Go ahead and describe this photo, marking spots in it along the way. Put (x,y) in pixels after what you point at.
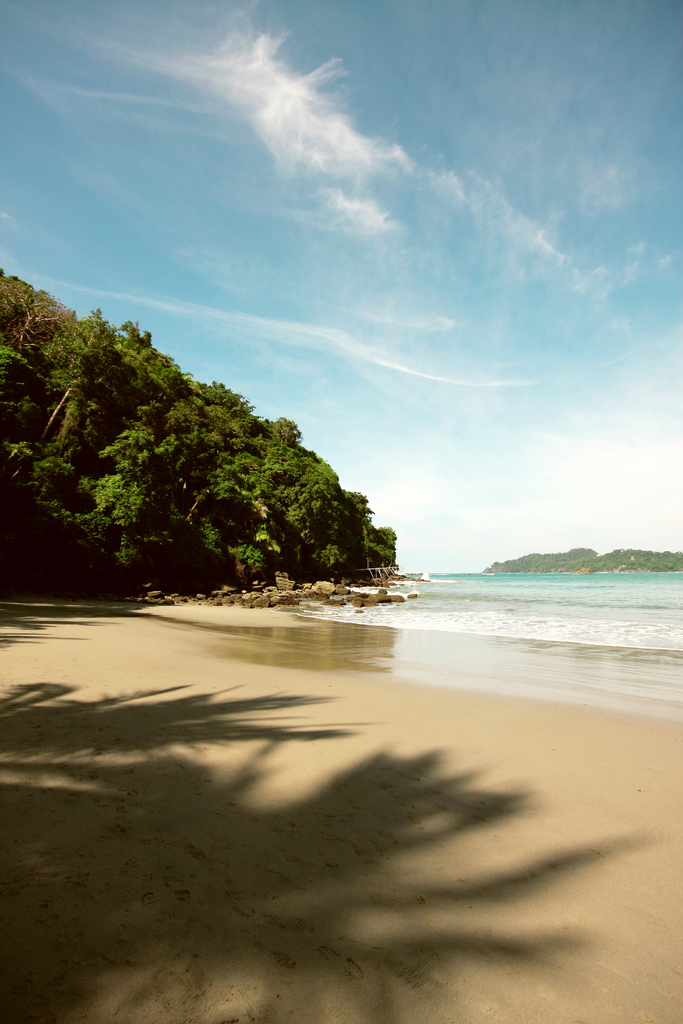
In this image I can see trees (256,466), few rocks (200,598) and water (506,622). The sky (300,189) is in blue and white color.
